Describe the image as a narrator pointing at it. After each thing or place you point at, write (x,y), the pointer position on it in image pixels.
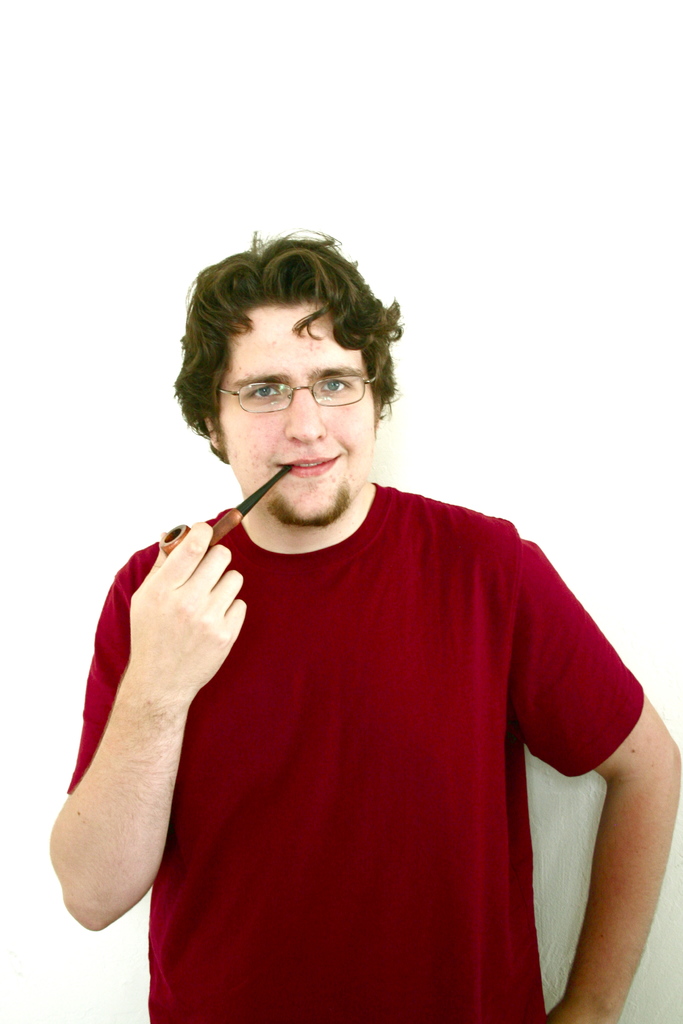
In the center of the image (296,619), we can see a person (302,680) standing and wearing glasses (254,395) and holding an object (171,537). In the background (489,202), there is a wall (524,511).
